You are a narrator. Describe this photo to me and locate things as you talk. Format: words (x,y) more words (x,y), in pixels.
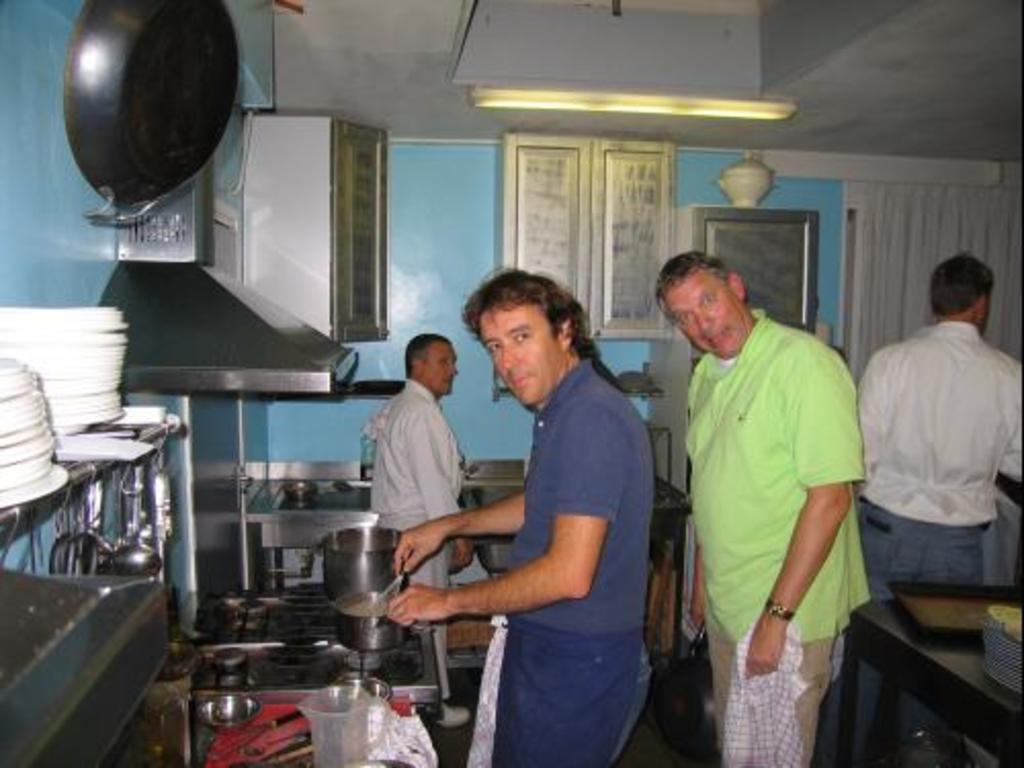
In this image we can see a few people (796,526), stove (421,679), bowls (383,684), plates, spoons (95,515), jug (335,744), there are closets (535,168), table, tray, and a chimney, also we can see the wall (75,189), and the roof (811,84).
